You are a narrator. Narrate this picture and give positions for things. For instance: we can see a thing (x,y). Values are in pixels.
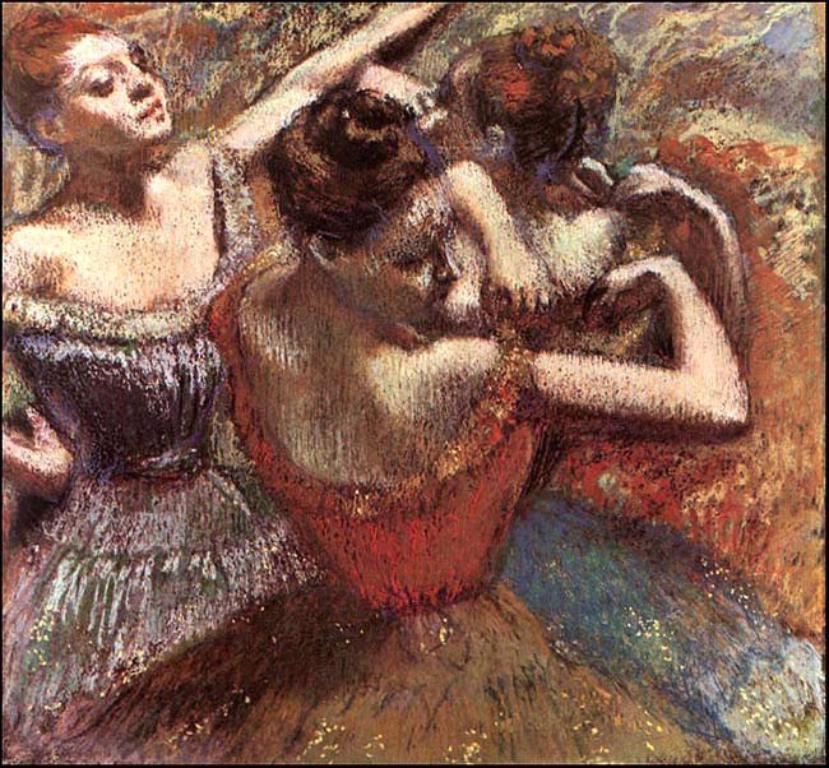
In this image there is a painting (284,354) of girls (506,544) dancing.
